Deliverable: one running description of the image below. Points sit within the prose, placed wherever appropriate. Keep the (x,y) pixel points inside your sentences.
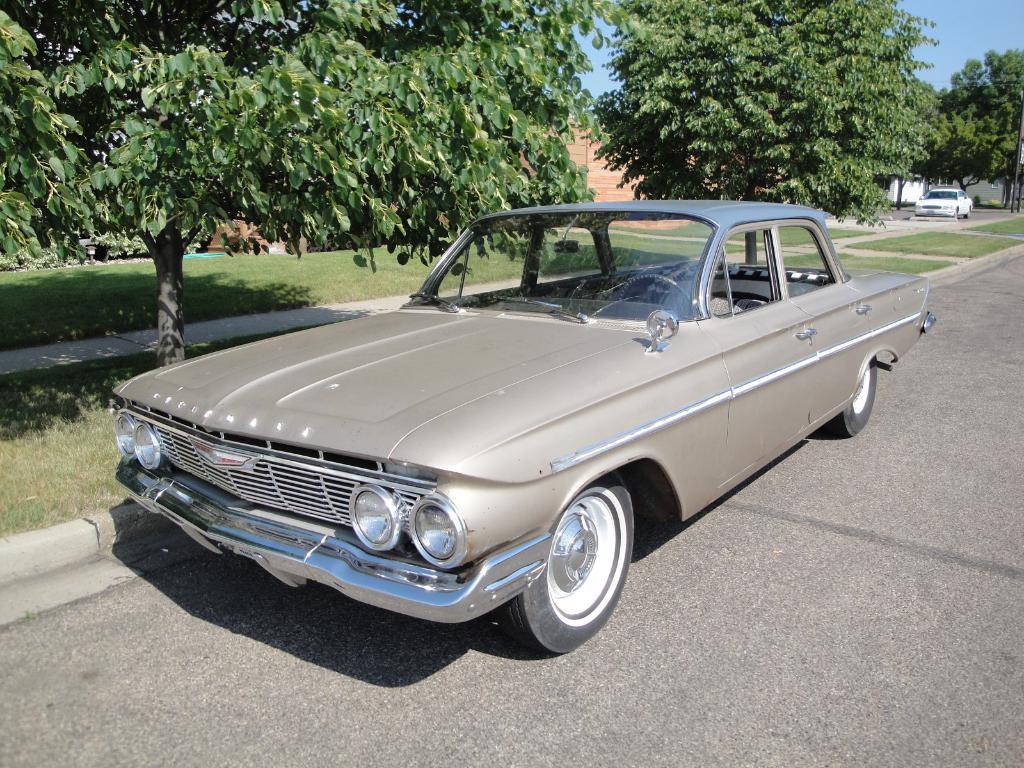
In this picture we can see car (677,333) on the road (237,723) and we can see grass (245,315) and trees (261,163). In the background of the image (1013,20) we can see walls (976,186) and sky (957,35).
